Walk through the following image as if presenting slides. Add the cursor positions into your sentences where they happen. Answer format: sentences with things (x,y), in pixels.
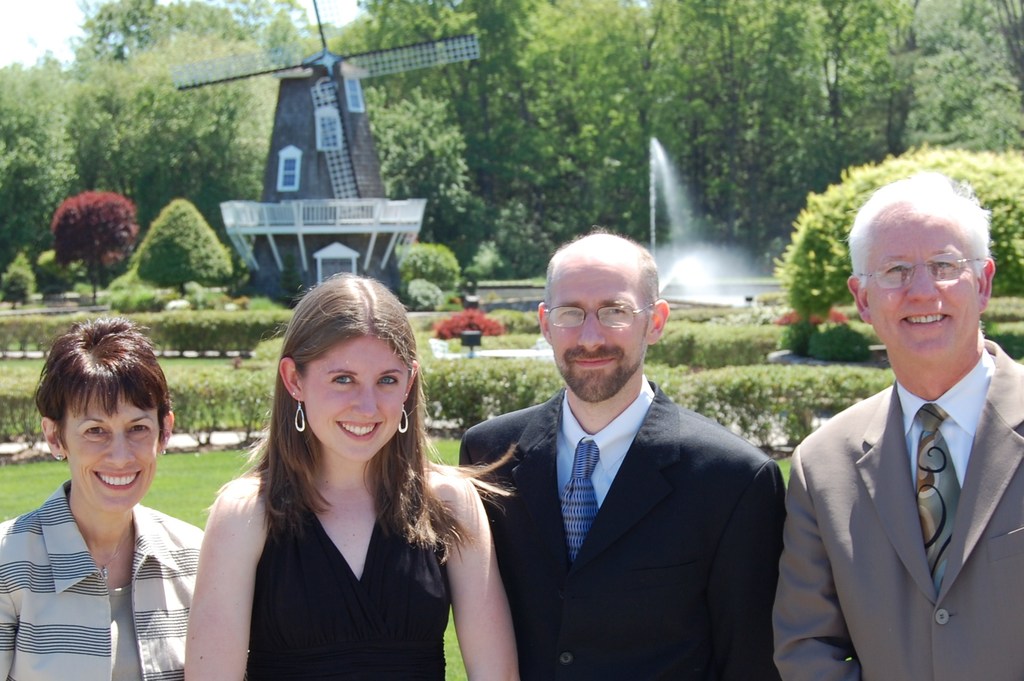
Here we can see four persons (894,666) and they are smiling. This is grass (187,472) and there are plants (541,378), fountain (754,303), and trees (582,53). In the background (42,29) there is sky (64,35).
